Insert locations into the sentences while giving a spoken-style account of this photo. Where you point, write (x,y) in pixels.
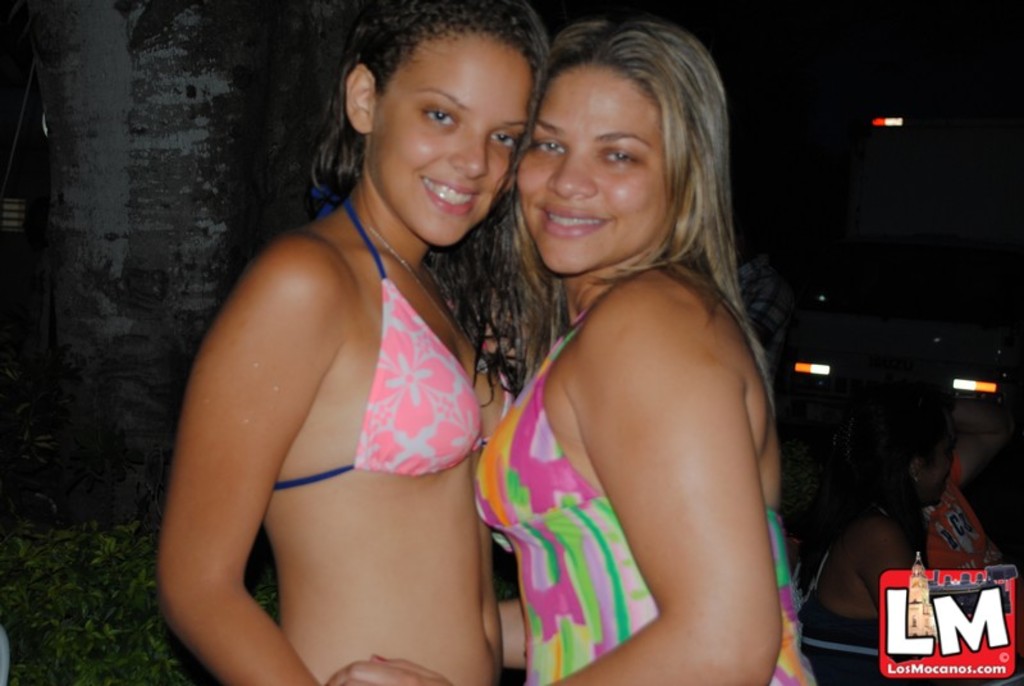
In this picture I can see two persons (668,280) standing and smiling, and in the background (965,523) there are few people (922,413) sitting, there are lights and there is a watermark (1012,642) on the image.
